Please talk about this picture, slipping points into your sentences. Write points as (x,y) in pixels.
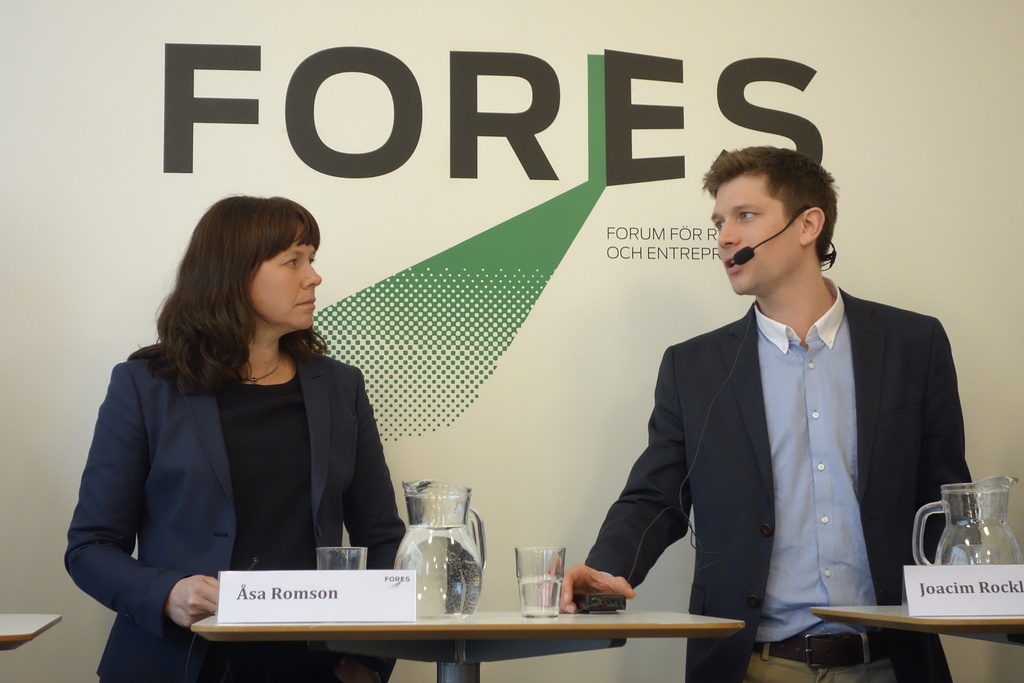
In this picture we can see men (728,348) wore blazer (728,427) talking on mic (751,251) and beside to his woman (240,366) looking at him and in front of them there is table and on table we can see name board (305,585), glass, jar (460,561) with water (420,538) and in background (400,123) we can see banner (660,134).
